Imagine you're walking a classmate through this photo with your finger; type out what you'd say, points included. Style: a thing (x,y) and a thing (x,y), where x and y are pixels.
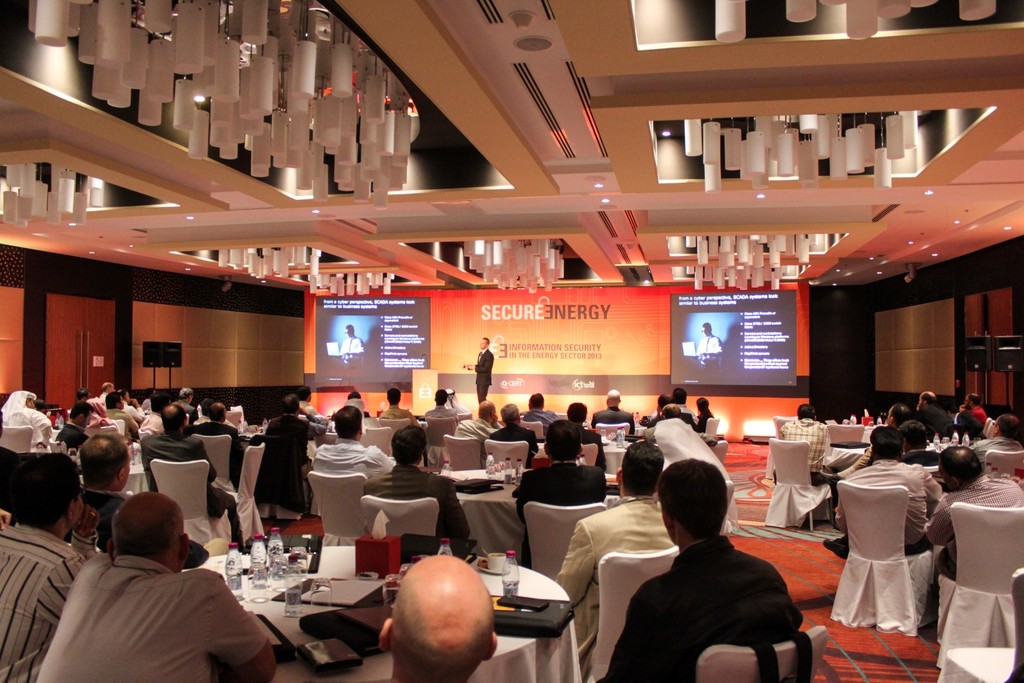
In this picture I can see the inside view of a hall (571,258) and I see number of people (150,556) sitting on chairs (5,445) and I see tables (134,474) in front of them on which there are bottles (291,578) and other things (263,572). In the background (436,292) I can see the boards (624,321) on which there is something written and I see a man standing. On the top of this picture (99,179) I can see the lights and the white color things (756,158).
